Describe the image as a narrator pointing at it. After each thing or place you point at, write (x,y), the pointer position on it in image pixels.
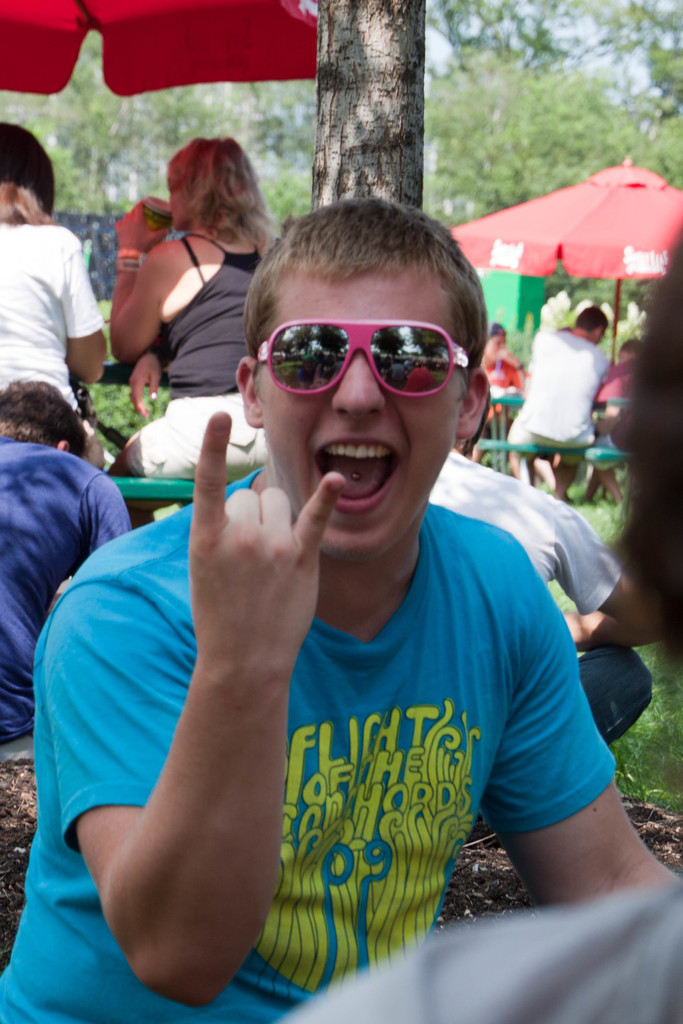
In the center of the image (292,549), we can see a man (365,622) sitting and wearing glasses (367,329) and in the background (66,289), there are some other people (593,322) sitting and we can see umbrellas (568,197), trees (489,153), chairs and tables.
